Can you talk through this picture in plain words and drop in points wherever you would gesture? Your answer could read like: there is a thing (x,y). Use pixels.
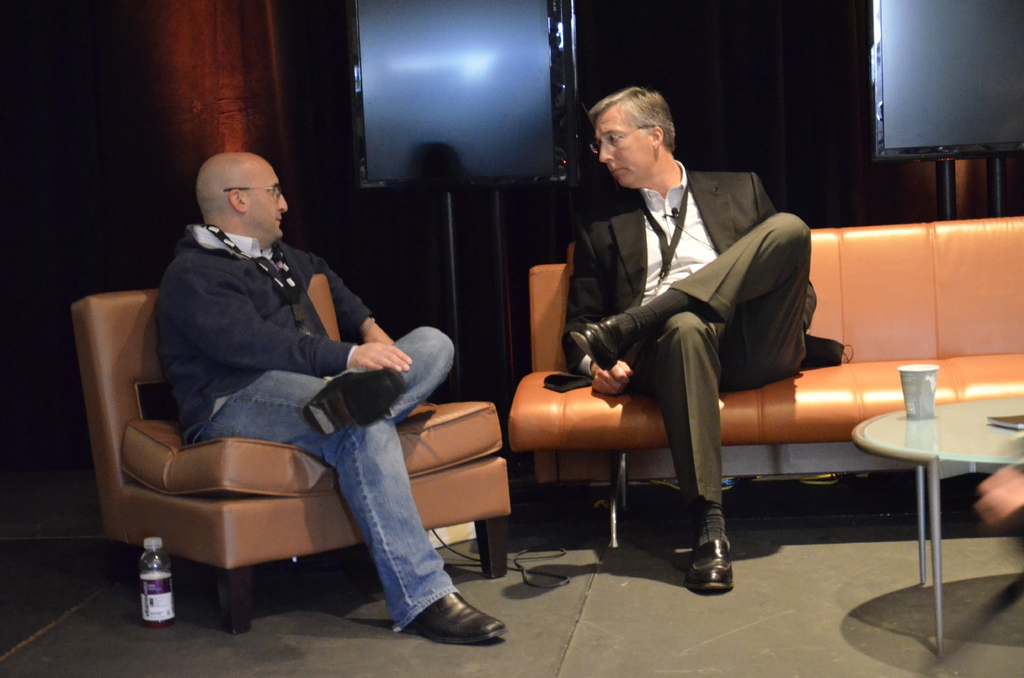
In this image in the center (656,233) there are two persons (376,366) who are sitting on a couch (601,418) and talking and there is one table (922,474). On the table (938,430) there is one cup (920,400), on the left side (154,579) there is one bottle (149,575) on the floor (514,605) and in the background (539,99) there is a wall (831,118) and some boards (527,85).
